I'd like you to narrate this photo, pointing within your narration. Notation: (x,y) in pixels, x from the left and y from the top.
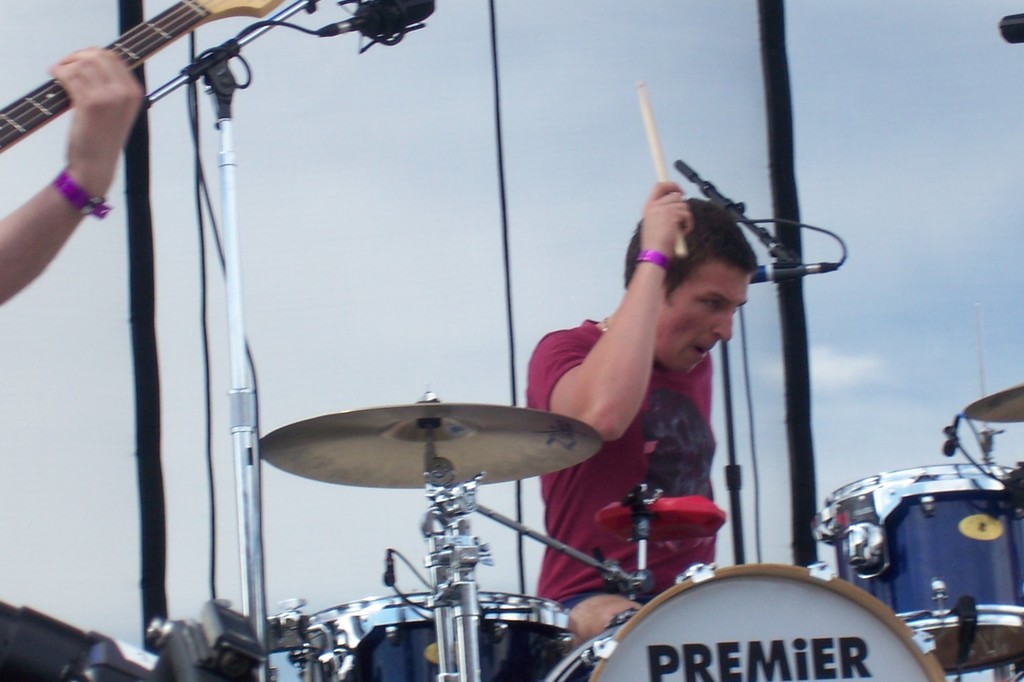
This image is taken in a concert. At the background (834,177) there is clouds (754,121) and sky (557,175). There are two persons (693,208) in this image. In the left side of the image (71,228) a person (80,63) is holding a guitar (63,91). In the right side of the image (698,462) a man (690,472) is sitting on a stool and playing the drums (898,489).
